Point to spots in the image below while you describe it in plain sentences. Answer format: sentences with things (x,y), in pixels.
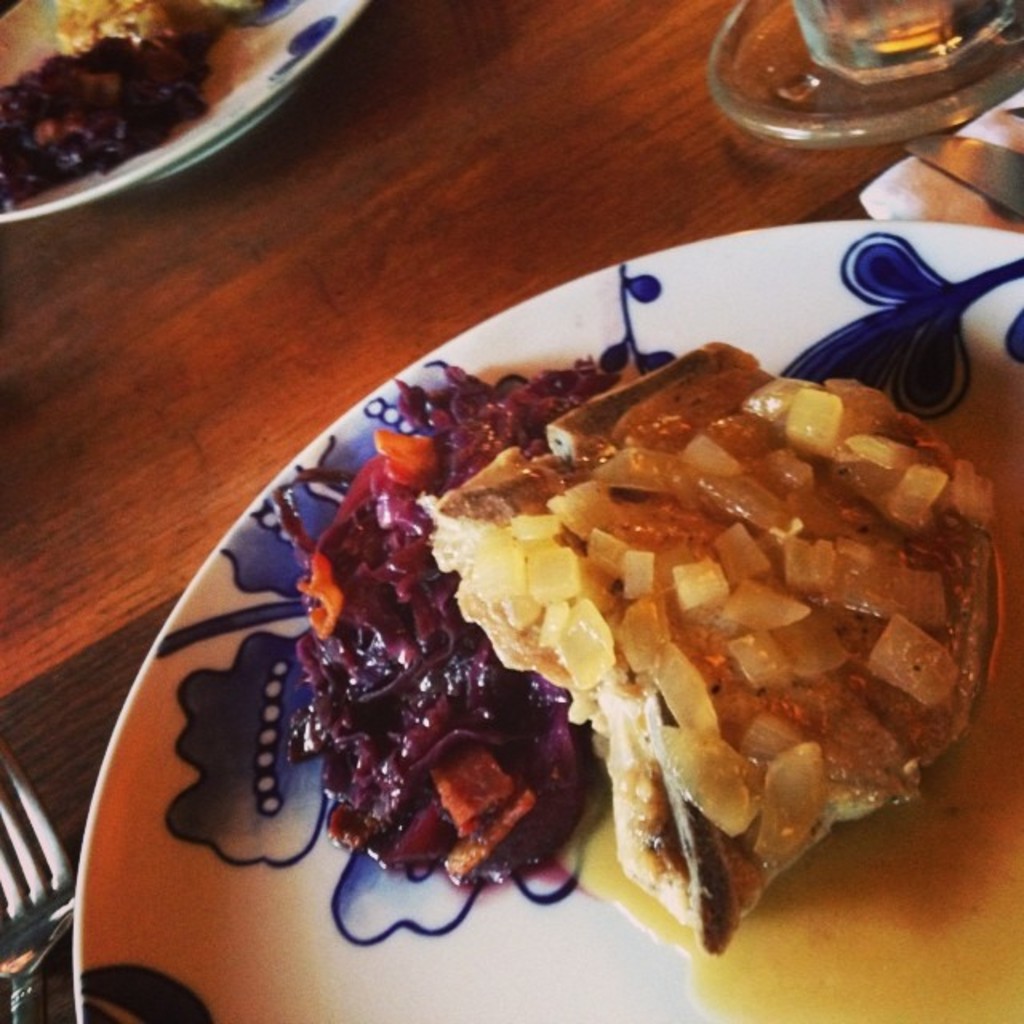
In this picture we can see there are plates (224,582), fork (40,913), knife (960,152), glass (877,8) and a cloth (874,191) on a wooden object (134,308). On the plate (92,190) there are some food items (180,31).
